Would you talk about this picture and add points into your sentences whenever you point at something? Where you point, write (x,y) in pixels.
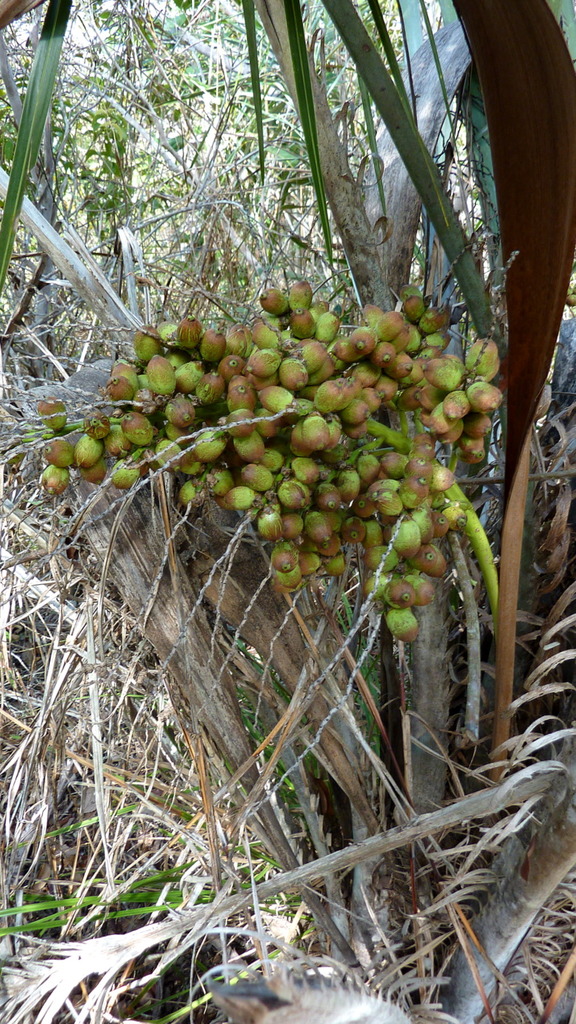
In the image we can see the fruit tree (210,540).
